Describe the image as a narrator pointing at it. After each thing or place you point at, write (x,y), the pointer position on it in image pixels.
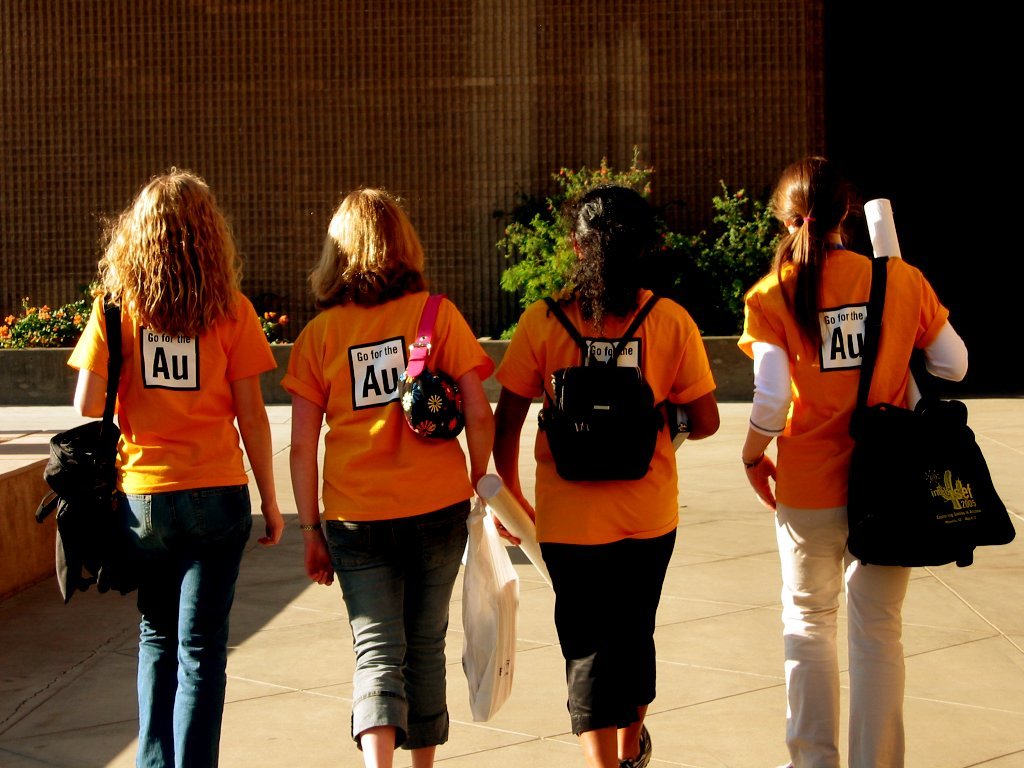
In this picture, we can see a few people (593,583) with some objects (58,553), we can see the ground (927,645), plants (68,337) and the wall (46,375), we can see some objects (117,539) on left side of the picture (108,472).
